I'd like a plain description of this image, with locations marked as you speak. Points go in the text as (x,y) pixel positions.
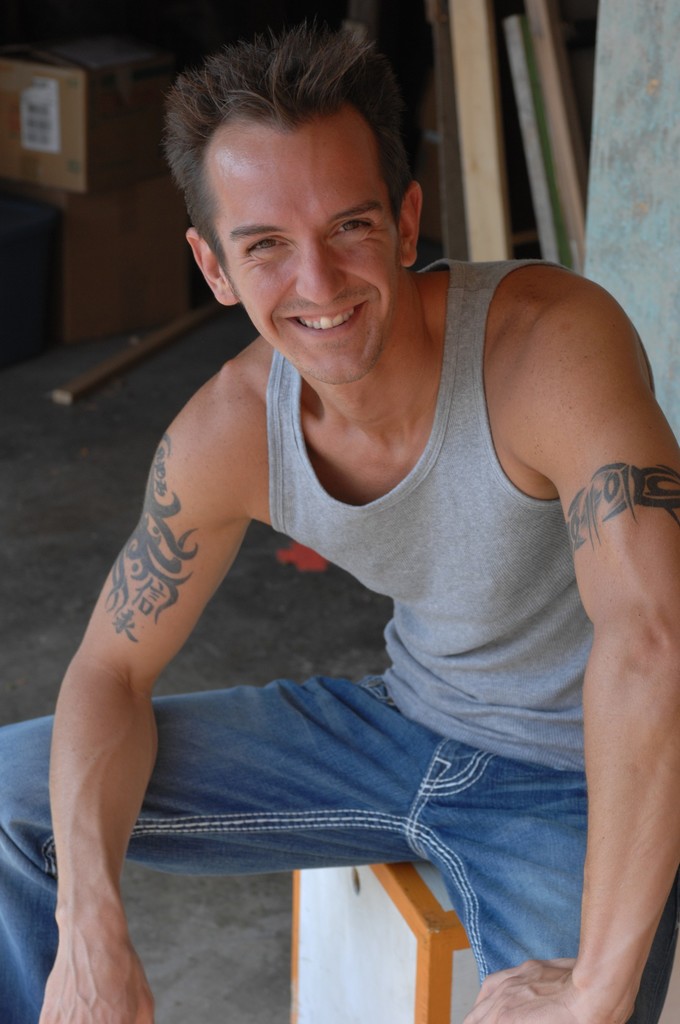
In the image in the center (253,407) we can see one man (461,636) sitting on the stool (477,977) and he is smiling, which we can see on his face (321,344). In the background (562,129) there is a wall (650,163), wood (562,129), box (69,241) and few other objects (56,238).
